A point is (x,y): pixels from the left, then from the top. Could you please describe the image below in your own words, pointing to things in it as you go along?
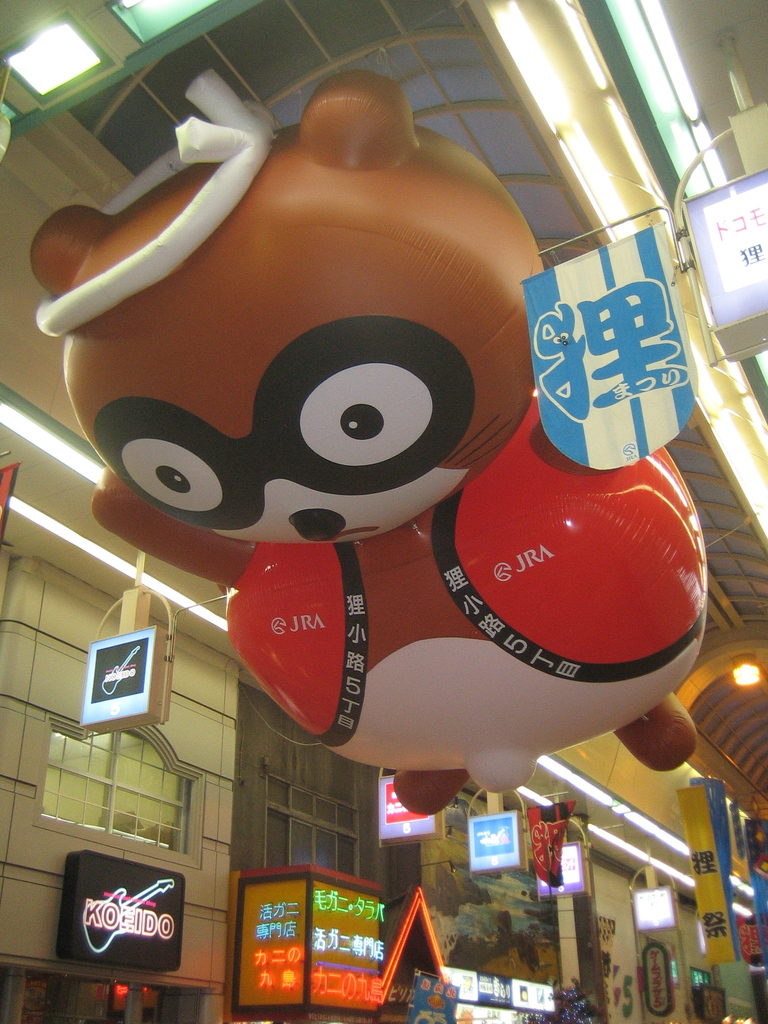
In this picture we can see boards (354,1008) and a balloon toy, here we can see the wall (232,846), windows (324,857) and some objects (703,1006).
